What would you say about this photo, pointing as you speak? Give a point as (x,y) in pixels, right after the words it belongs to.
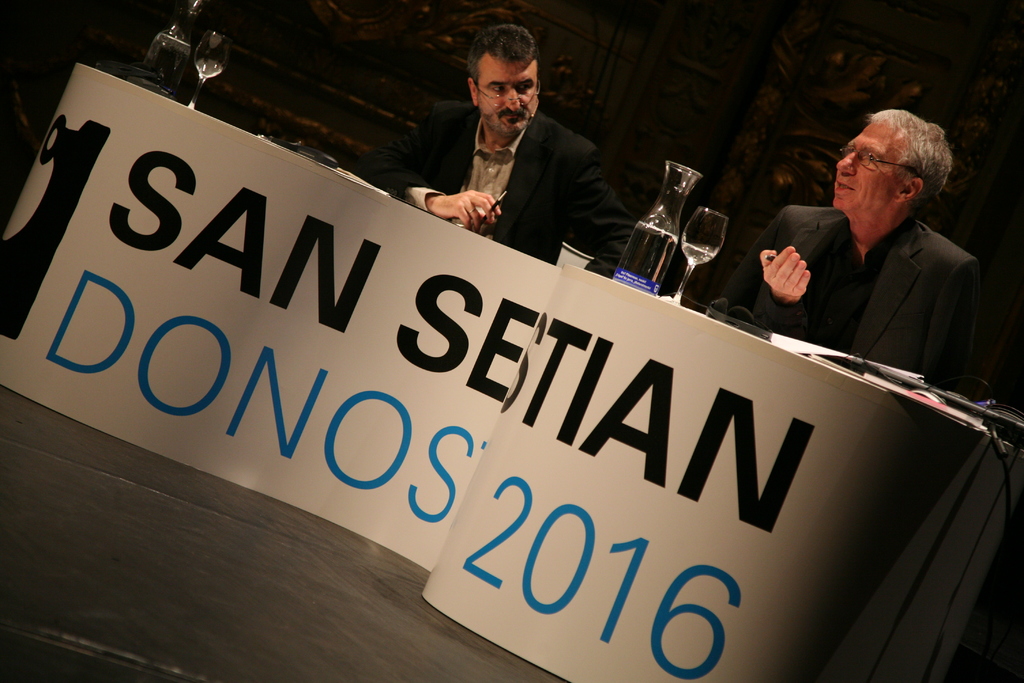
In the center of the image (552,237) we can see two persons (914,116) are sitting and they are holding pens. In front of them, there is a banner (616,292) and table (616,292). On the table (361,270), we can see the papers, jars (657,218), glasses (697,229) and few other objects (865,362). In the background (591,24) there is a wall (591,24).
